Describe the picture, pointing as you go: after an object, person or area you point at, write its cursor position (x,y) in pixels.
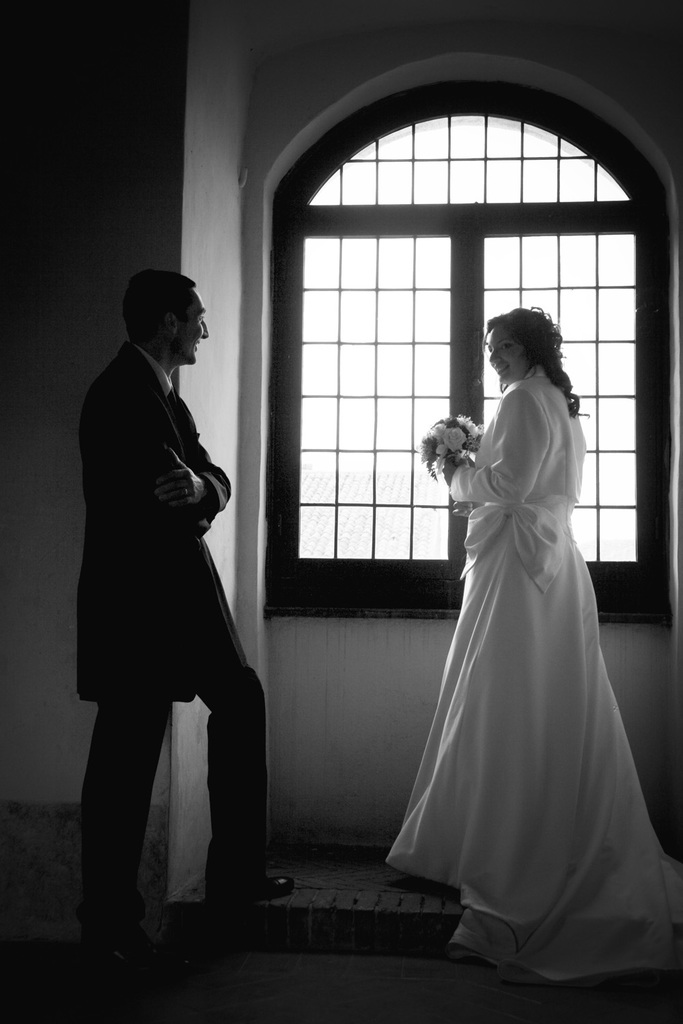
In this image there are two persons (642,952) standing and smiling, a person (490,493) holding a flower bouquet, and in the background (295,353) there is a window (315,176), wall (225,209).
